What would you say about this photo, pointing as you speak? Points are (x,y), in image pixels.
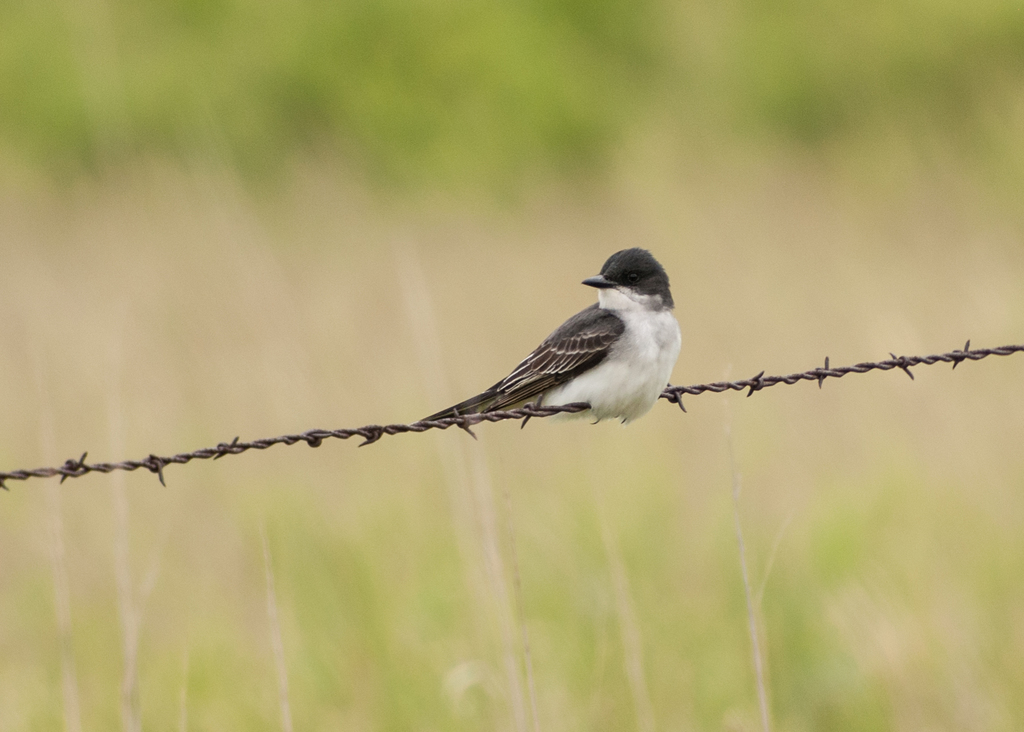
In the picture I can see a bird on the metal wire (964,352). It is looking like a green grass (601,562) at the top (583,112) and at the bottom of the picture (436,521).
